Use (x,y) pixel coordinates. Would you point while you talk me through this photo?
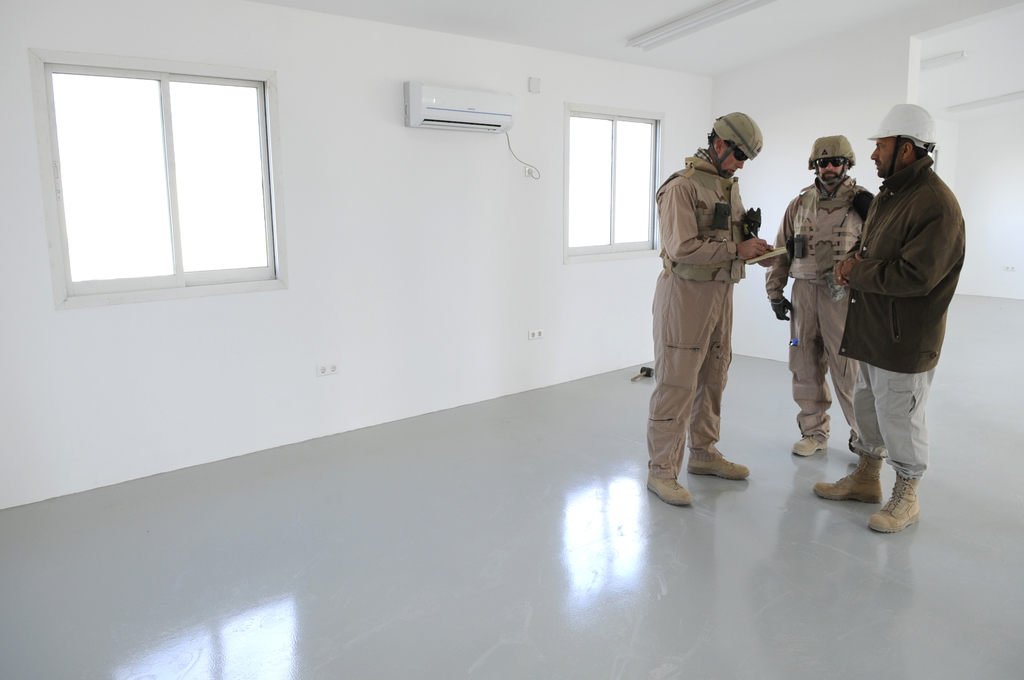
In this picture in the center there are persons (791,310) standing. In the background (584,189) there are windows (161,229) and there is an air conditioner (456,131) on the wall (472,168), there is a wire (517,155).
